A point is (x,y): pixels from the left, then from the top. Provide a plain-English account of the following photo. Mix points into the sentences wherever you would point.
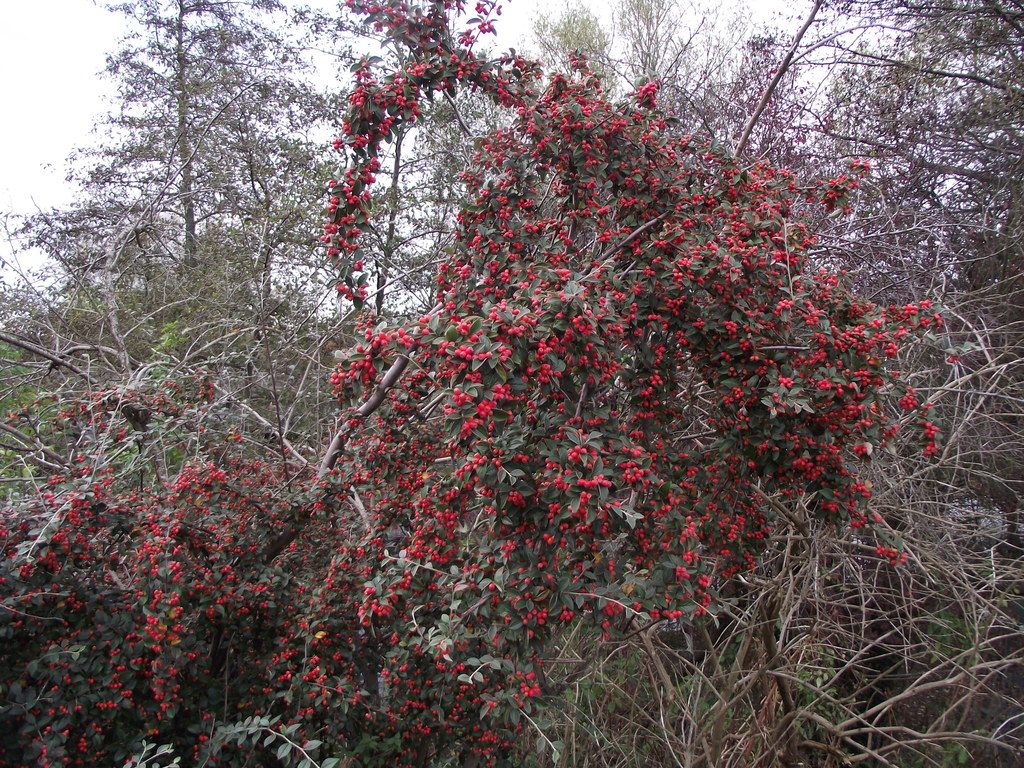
In this image there are trees (911,121), one of the trees (451,428) have fruits (579,323).
